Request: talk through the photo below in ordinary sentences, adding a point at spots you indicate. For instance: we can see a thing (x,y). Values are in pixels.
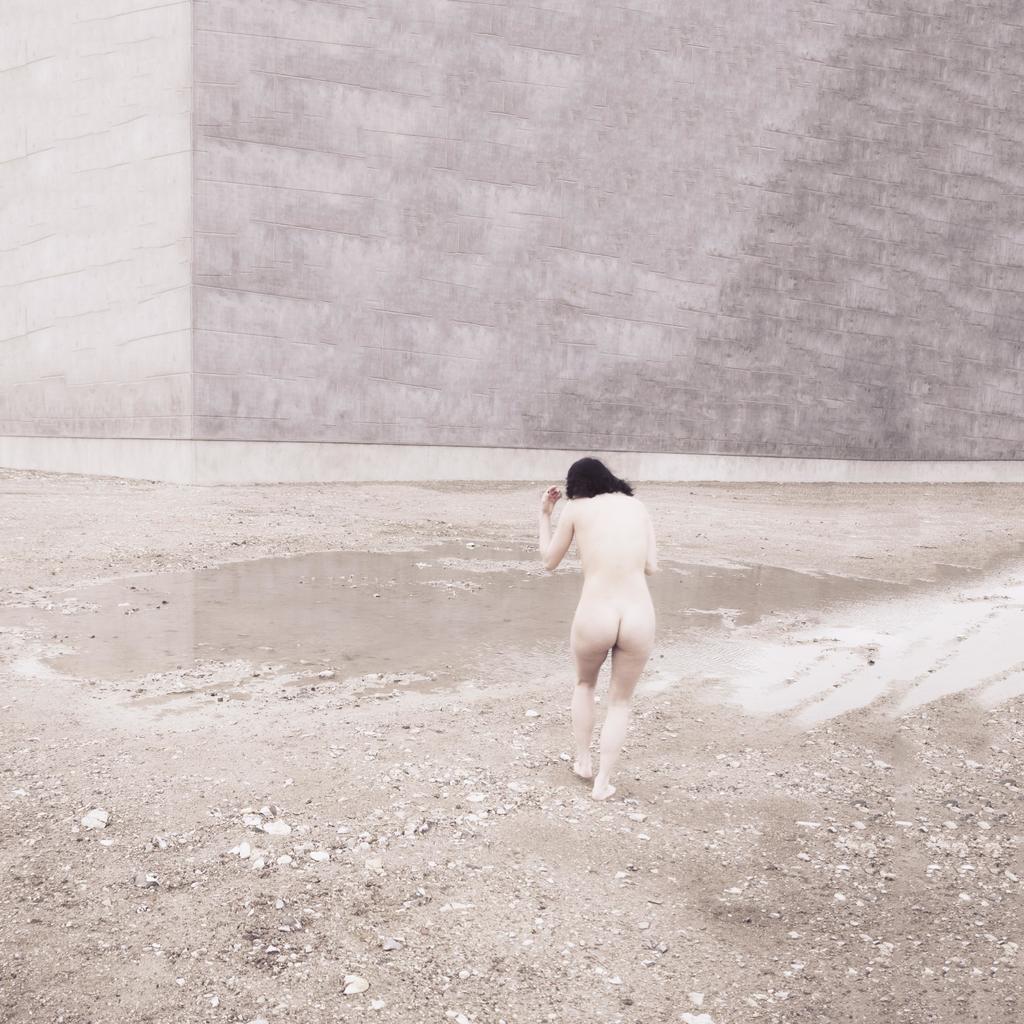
In this picture I can see there is woman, she is walking and there is soil (447,843) and rocks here and there is a wall (571,247) in the backdrop (1000,49).
